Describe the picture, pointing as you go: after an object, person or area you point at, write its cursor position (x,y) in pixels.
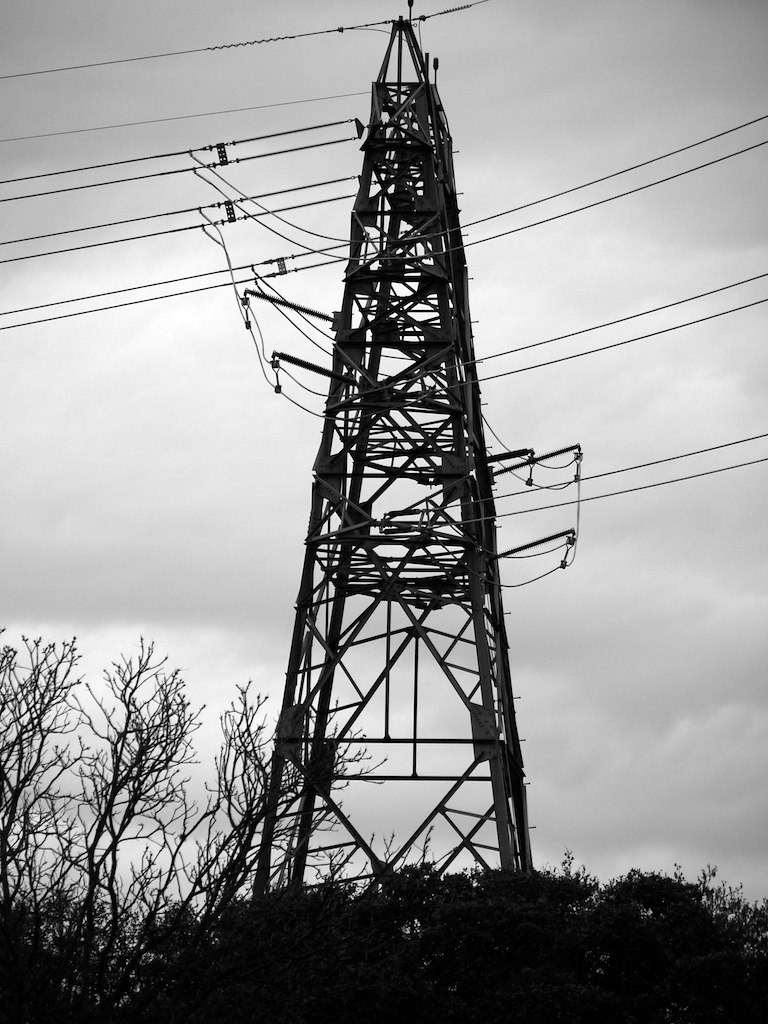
This is a black and white image where we can see a tower (384,565) and wires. In the background (551,761), we can see the sky (551,761) with clouds (551,761). At the bottom of the image (706,967), we can see trees (255,918).
